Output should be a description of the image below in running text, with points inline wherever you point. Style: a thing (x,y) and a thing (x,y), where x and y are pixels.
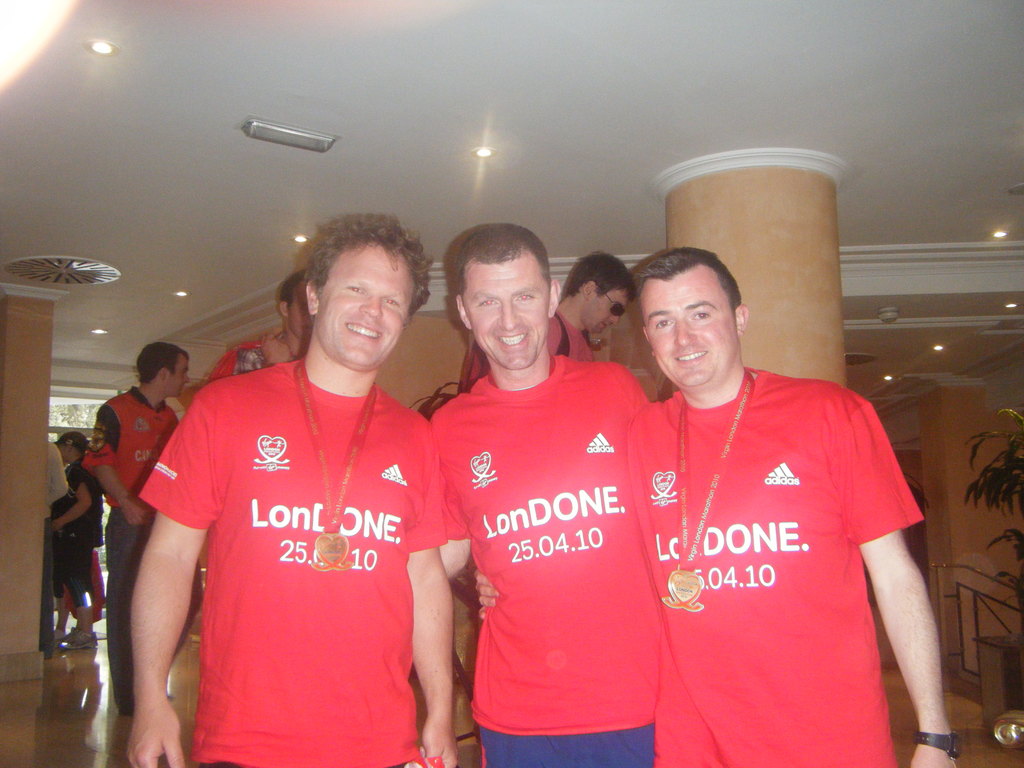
In this image I can see three persons (522,539) wearing red t shirt (377,514) are standing beside each other. In the background (120,427) I can see few other persons (150,394) standing, a pillar (753,282) which is brown in color, a tree (1022,532), the ceiling (782,107) and few lights (479,153) to the ceiling (188,223).
